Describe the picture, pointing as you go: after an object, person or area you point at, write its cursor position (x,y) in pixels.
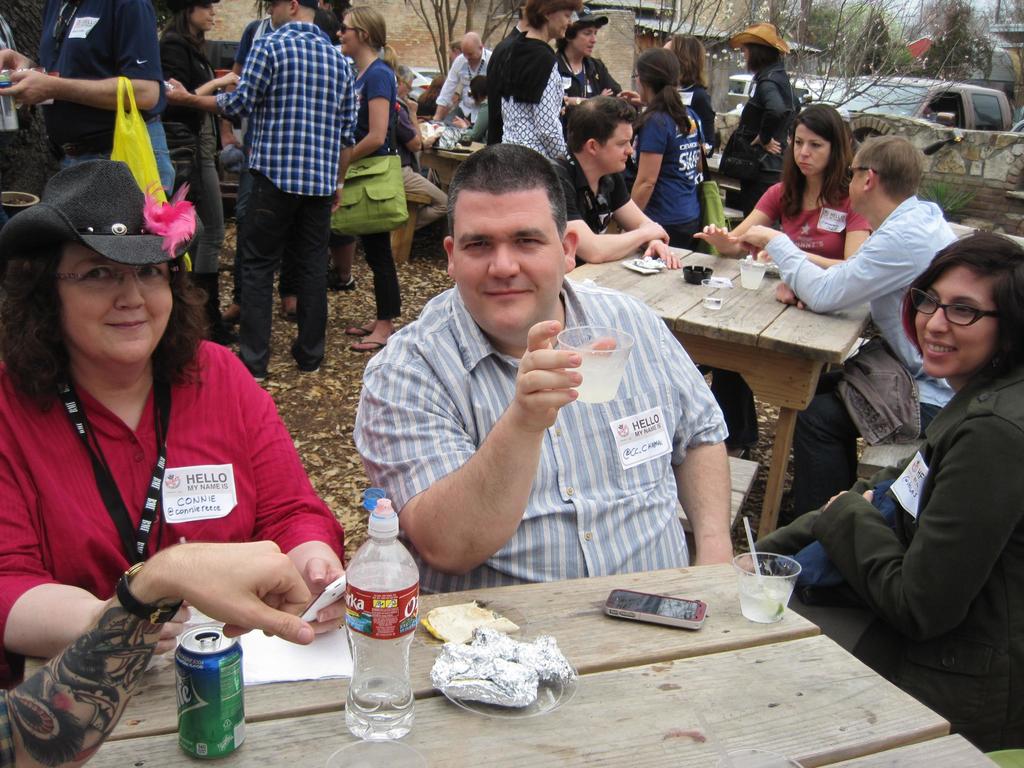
In this image, we can see a group of people (567,317). Few people (527,344) are sitting and standing. Few people (168,167) are holding some objects (584,326) and wearing hats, glasses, bags (389,185). Here we can see few tables (737,364). Few things (681,608) and objects (696,274) are placed on it. Background (985,158) we can see wall (614,75), vehicles (990,97), trees (958,5). Here we can see few people (27,500) are smiling.
